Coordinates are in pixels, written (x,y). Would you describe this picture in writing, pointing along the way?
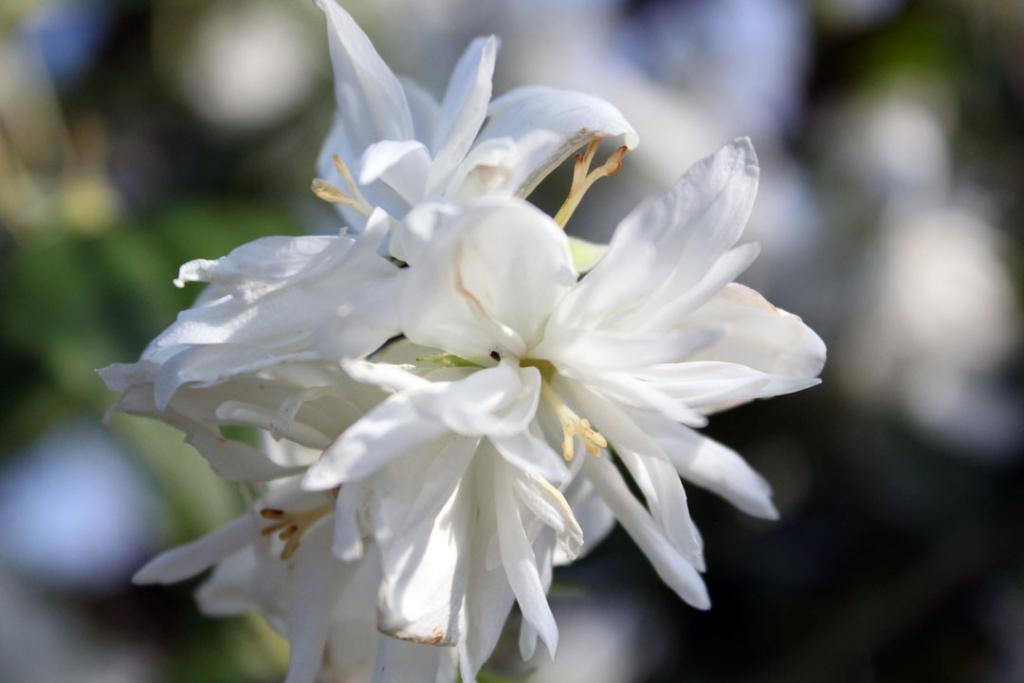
In this image, I can see a bunch of white flowers (491,498). There is a blurred background (54,530).
